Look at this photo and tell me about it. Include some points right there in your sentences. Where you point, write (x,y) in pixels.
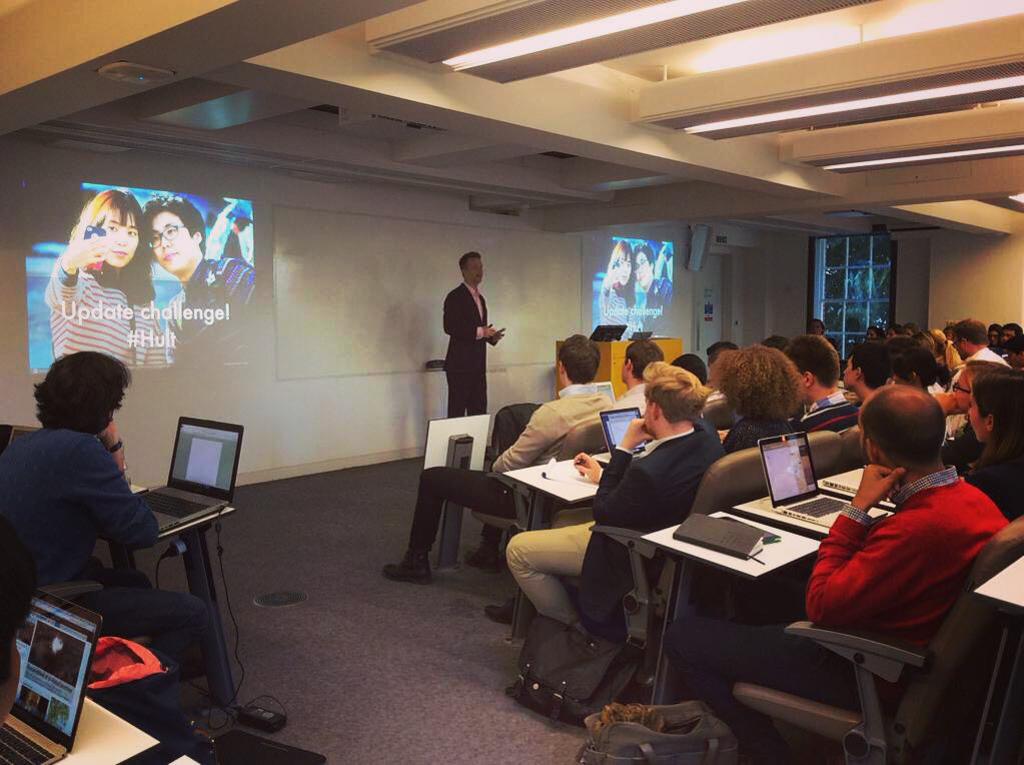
In this image there are group of people (487,542) sitting on chairs (725,501), and also there are some boards (717,559). On the boards (702,547) there are some books (720,547), laptops (825,522) and also there are some bags (94,661), wires (242,664) and some objects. And in the background (428,278) there are some screens (251,272), board (493,295), window (839,284) and one person (449,322) is standing and talking and wall (230,389). At the top (539,122) there is ceiling (539,122) and some lights (752,122), and at the bottom (359,589) there is floor (390,672).
